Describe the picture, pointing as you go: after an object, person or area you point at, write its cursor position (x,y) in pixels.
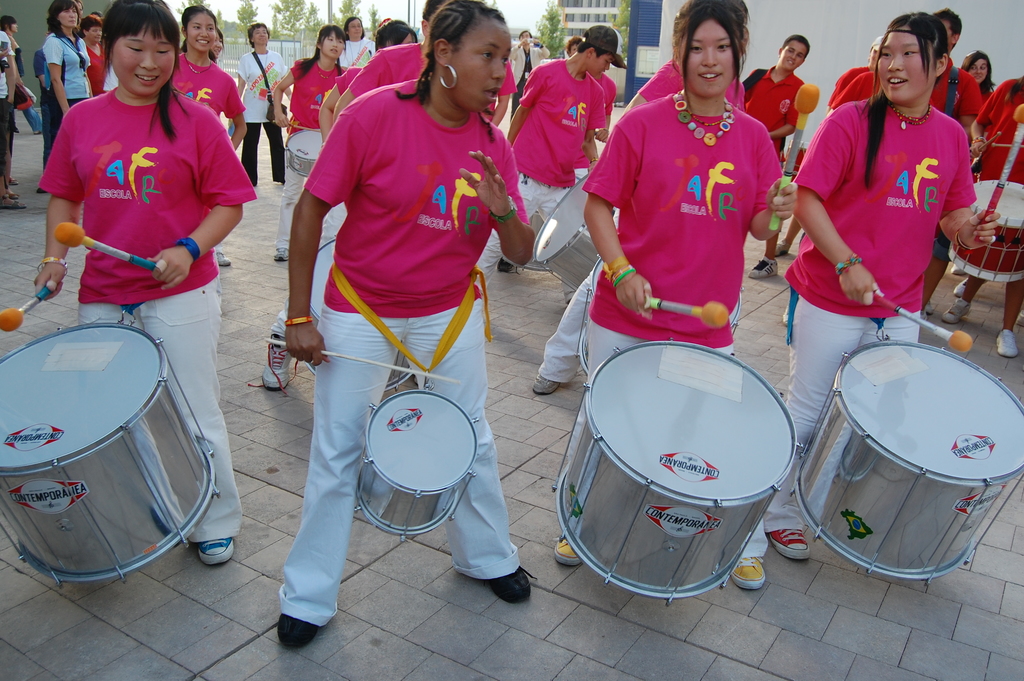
This is the picture of group of people (472,408) standing and beating the drums (117,333) and in back ground (300,74) there are group of people (283,104) standing, tree (351,14), building (576,0), sky (519,2).
